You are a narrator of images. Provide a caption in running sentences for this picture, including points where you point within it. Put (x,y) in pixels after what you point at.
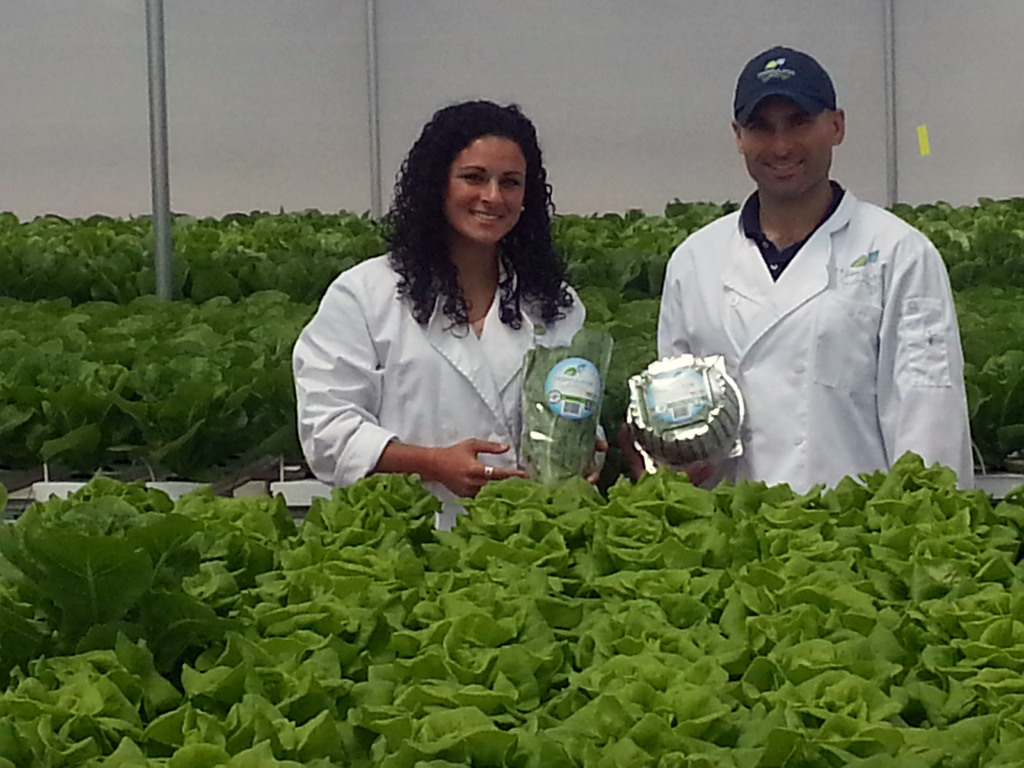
In this image I can see two persons (511,193) standing and holding few objects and I can see few plants (968,639) in green color. In the background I can see few poles (374,207).
